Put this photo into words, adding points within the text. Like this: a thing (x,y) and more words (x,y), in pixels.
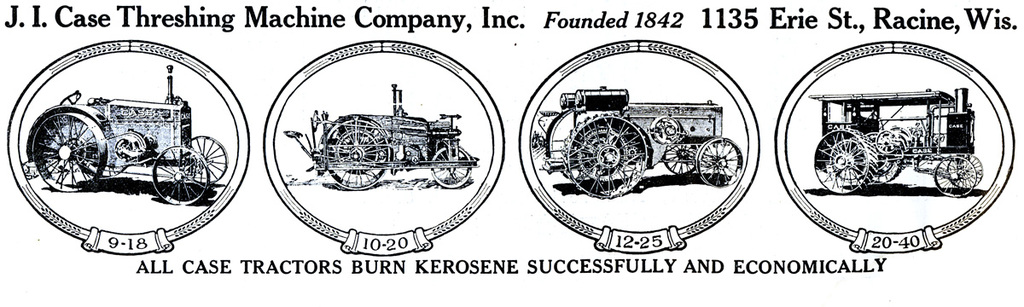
In this picture we can see the sketches (160,113) of the tractors (594,148) and we can see the numbers (640,242) and the text (256,12) on the image.
